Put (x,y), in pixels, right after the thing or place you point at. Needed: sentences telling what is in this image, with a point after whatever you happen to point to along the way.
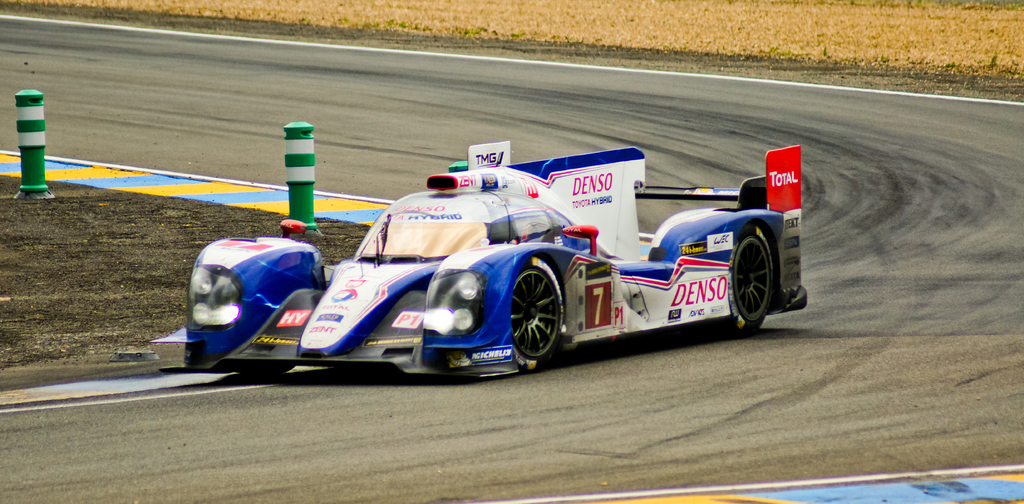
There is a racing car (696,229) on the road (383,119) which is blue and white in color.
